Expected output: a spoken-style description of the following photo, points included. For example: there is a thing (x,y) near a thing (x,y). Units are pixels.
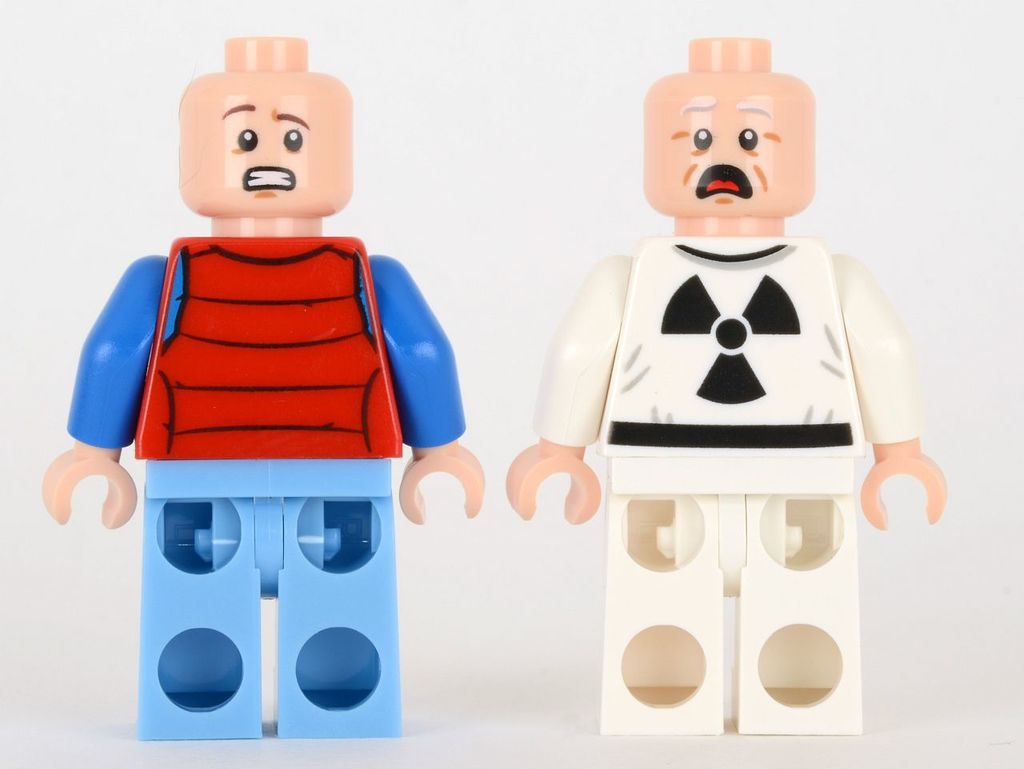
In this image I can see two toys (568,362). The background (535,96) is in white color.
